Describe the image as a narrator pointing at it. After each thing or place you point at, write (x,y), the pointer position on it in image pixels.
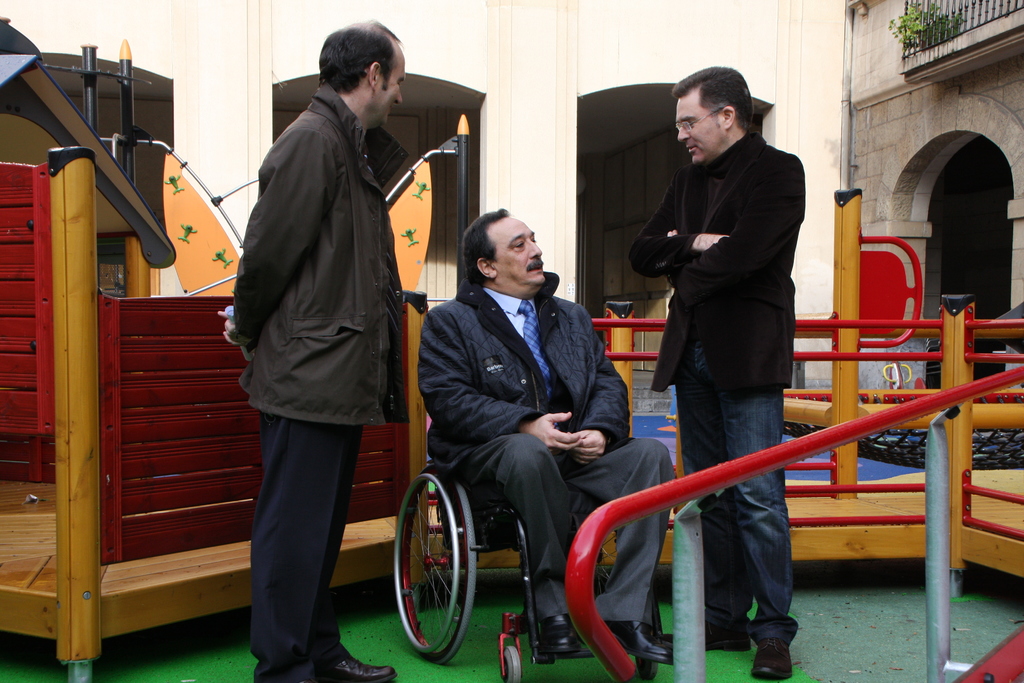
This is the man (554,580) sitting in the wheelchair (460,514). There are two men (743,290) standing. This looks like a wooden object (964,331). Here is the wall (656,65). I think these are the pillars (221,134). This looks like a small plant (919,33). This looks like an arch (919,163).
